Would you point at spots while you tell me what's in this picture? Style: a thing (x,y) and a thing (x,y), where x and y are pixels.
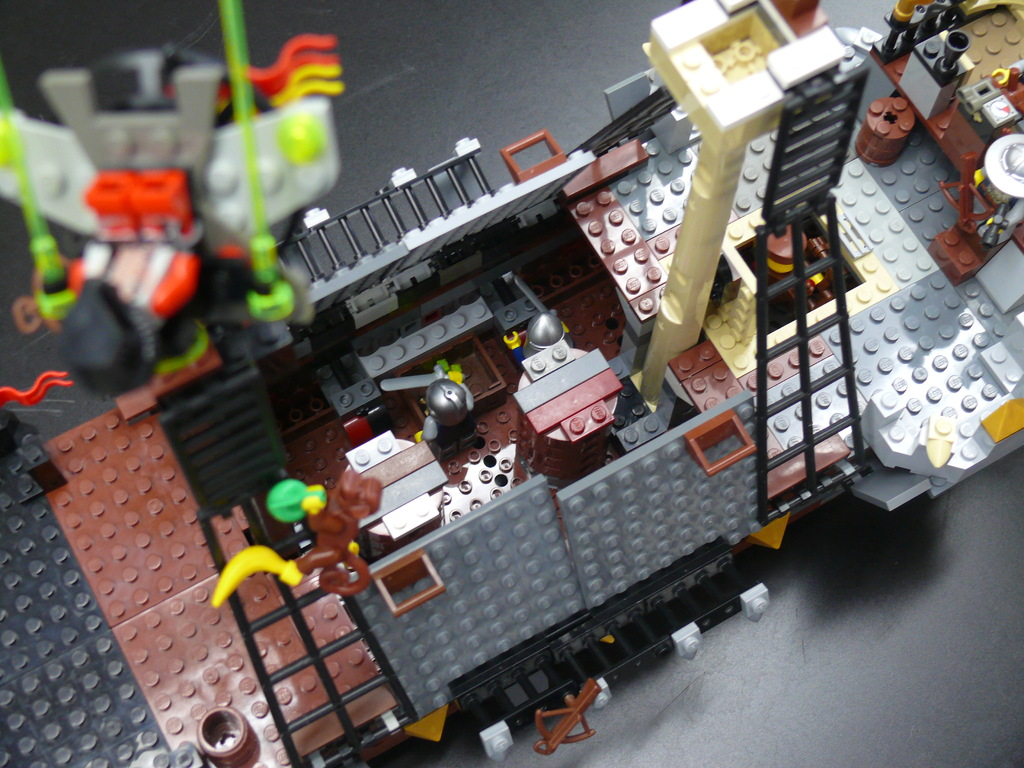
In this image I can see the black colored surface (500,89) and on the black colored surface (838,630) I can see few structures (606,471) which are made up of Lego (637,395) which are black, green, yellow, red, brown, cream and ash in color.
